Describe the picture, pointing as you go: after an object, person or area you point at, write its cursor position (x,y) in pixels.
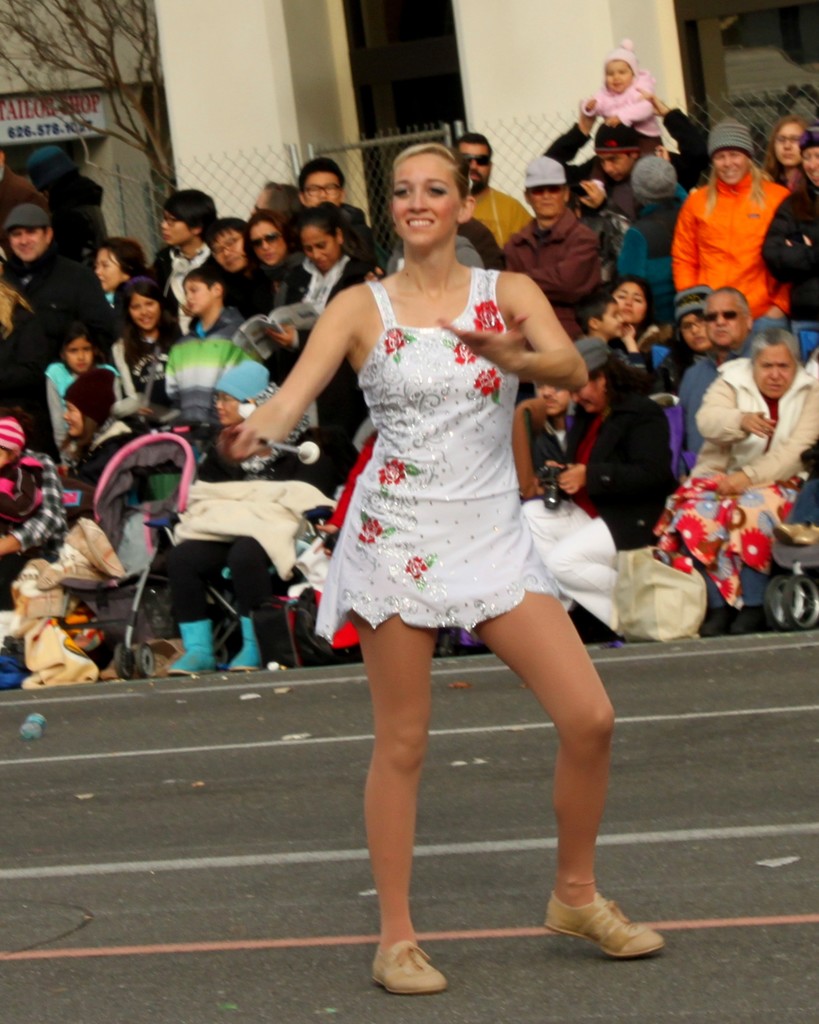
In this image there is a girl (454,567) dancing on the road (468,715), behind her there are many spectators (628,381). In the background (715,38) there are buildings (138,79) and a tree (102,113).
